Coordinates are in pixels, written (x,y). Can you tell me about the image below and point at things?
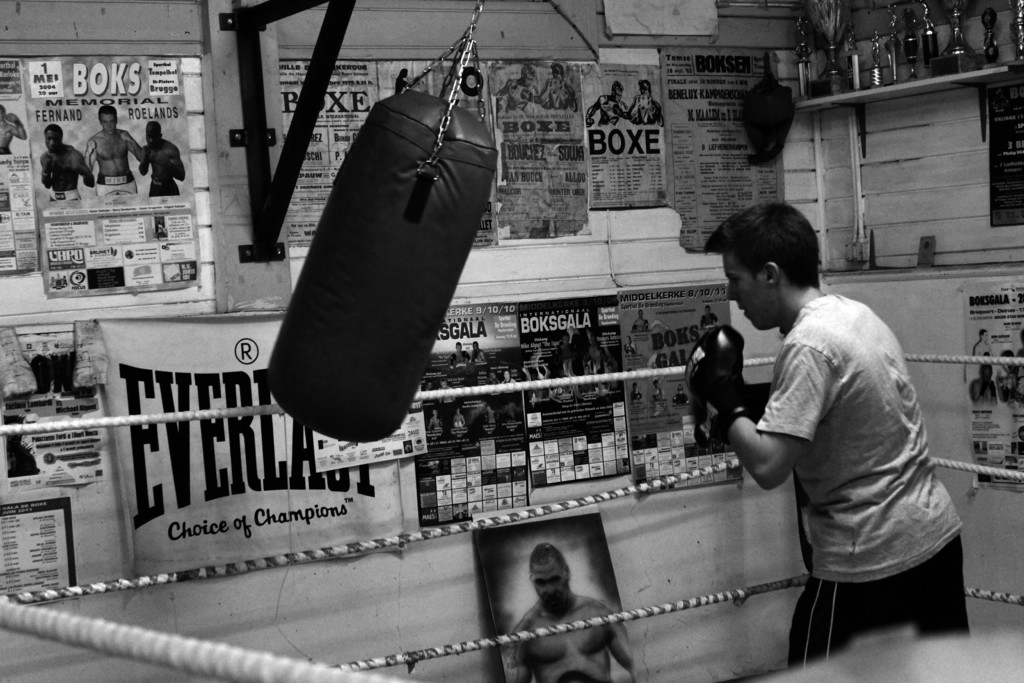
in this picture there is a boy (807,496) wearing white color t-shirt (808,497) is practicing a kickboxing in the ring (570,508). In the front (340,387) there is a boxing kit (419,282) hanging on the black color rod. In the background (47,250) there is many boxing posters (52,171) and on the right side (887,89) there are some trophies (808,65) placed on the shelf (980,76).
